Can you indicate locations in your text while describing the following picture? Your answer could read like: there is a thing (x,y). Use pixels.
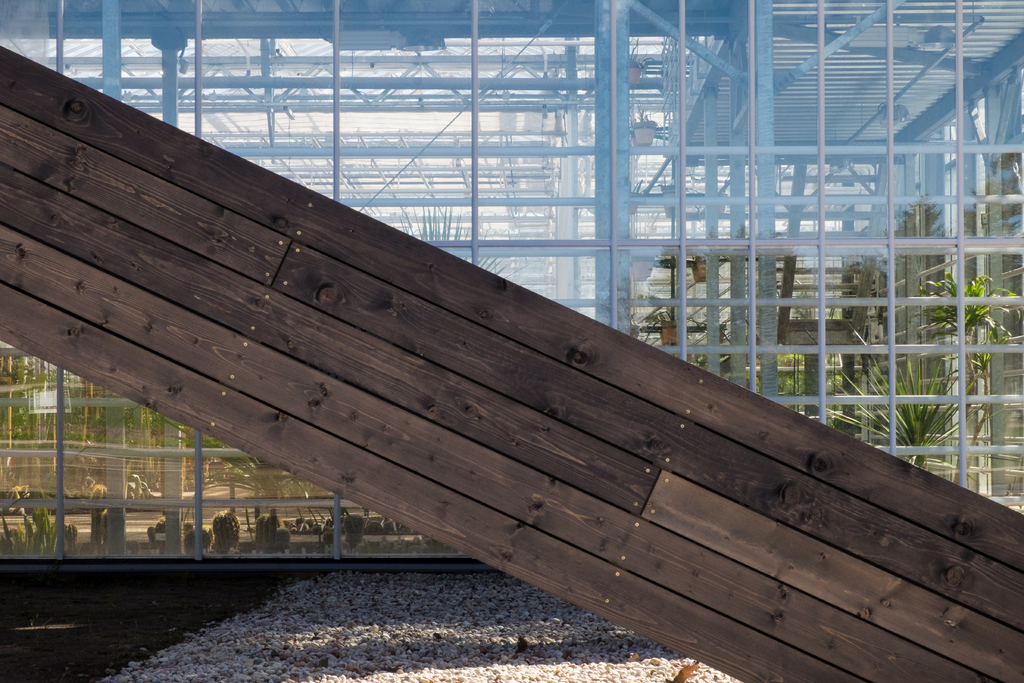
In this picture I can see a wooden pillar (471,348), at the center (398,353). In the background (688,320) there is a glass building (845,232), on the right side (941,285) I can see few plants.
